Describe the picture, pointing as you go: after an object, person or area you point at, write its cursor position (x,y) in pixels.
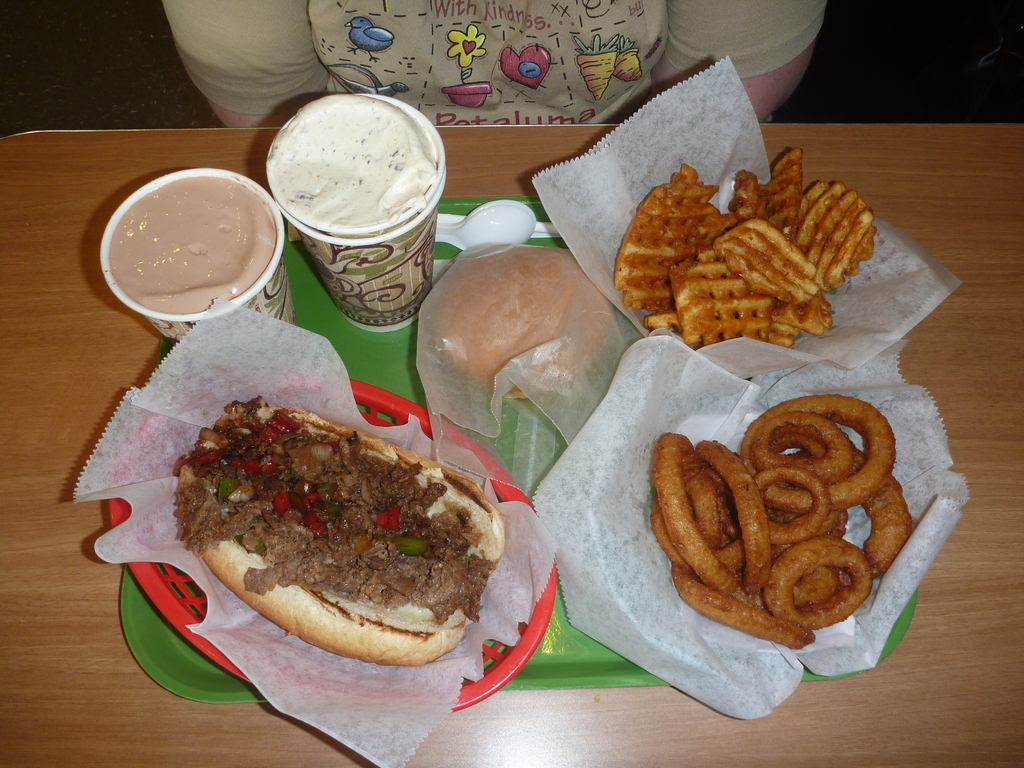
In the center of the image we can see one table (109,696). On the table (109,696), we can see one plate (552,657), glasses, tissue papers (493,381), one bun (462,278), one basket (530,635), some food items (792,594) and a few other objects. In the background (401,69) we can see one person (245,98).
